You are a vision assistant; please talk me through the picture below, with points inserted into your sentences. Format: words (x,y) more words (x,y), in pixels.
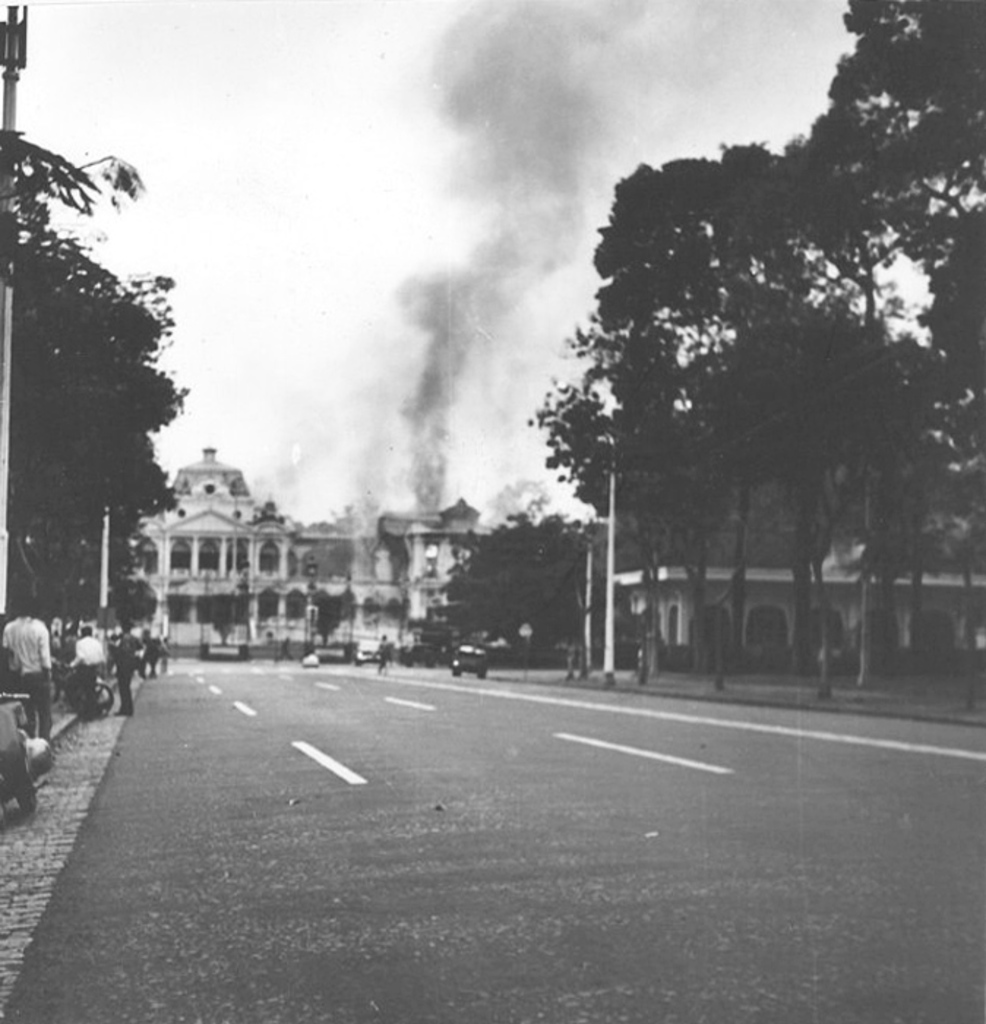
This is a picture of the outside of the city (202,577), in this picture in the center (412,604) there is one palace (334,574) and on the right side (737,586) and left side (82,353) there are some trees (70,348) and some standing on a footpath (89,742). And at the bottom (283,808) there is a road (480,702), on the road (409,682) there are some vehicles (464,655) and some persons (383,661) are walking. On the top of the image (409,209) there is sky (409,217).
